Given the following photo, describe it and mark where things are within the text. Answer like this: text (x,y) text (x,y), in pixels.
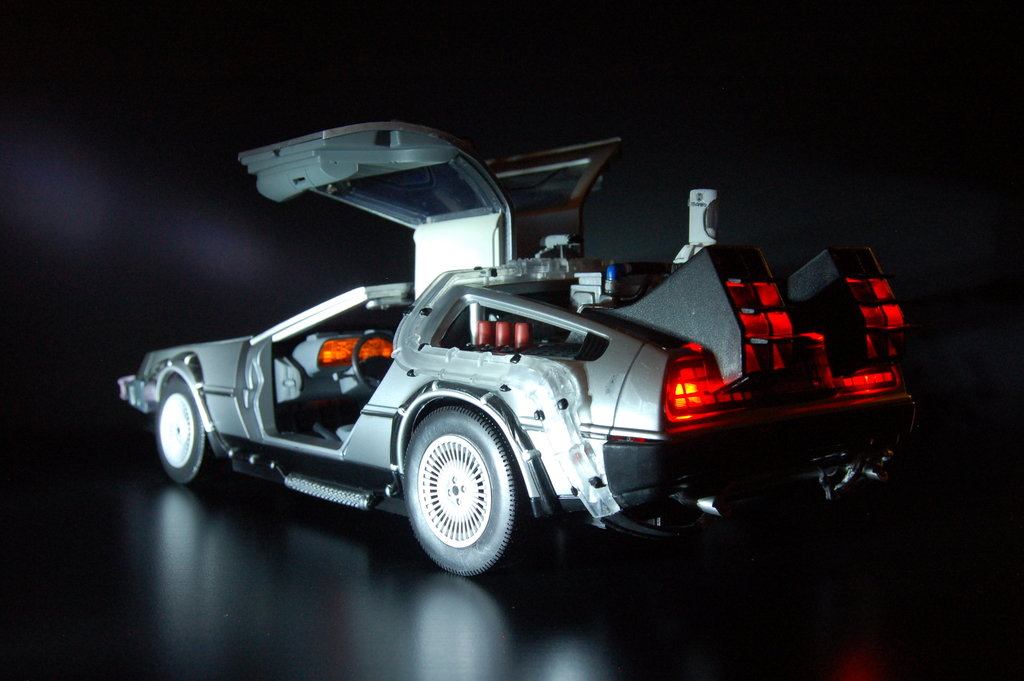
In this image there is a car (348,451), in the background (249,216) it is dark.
